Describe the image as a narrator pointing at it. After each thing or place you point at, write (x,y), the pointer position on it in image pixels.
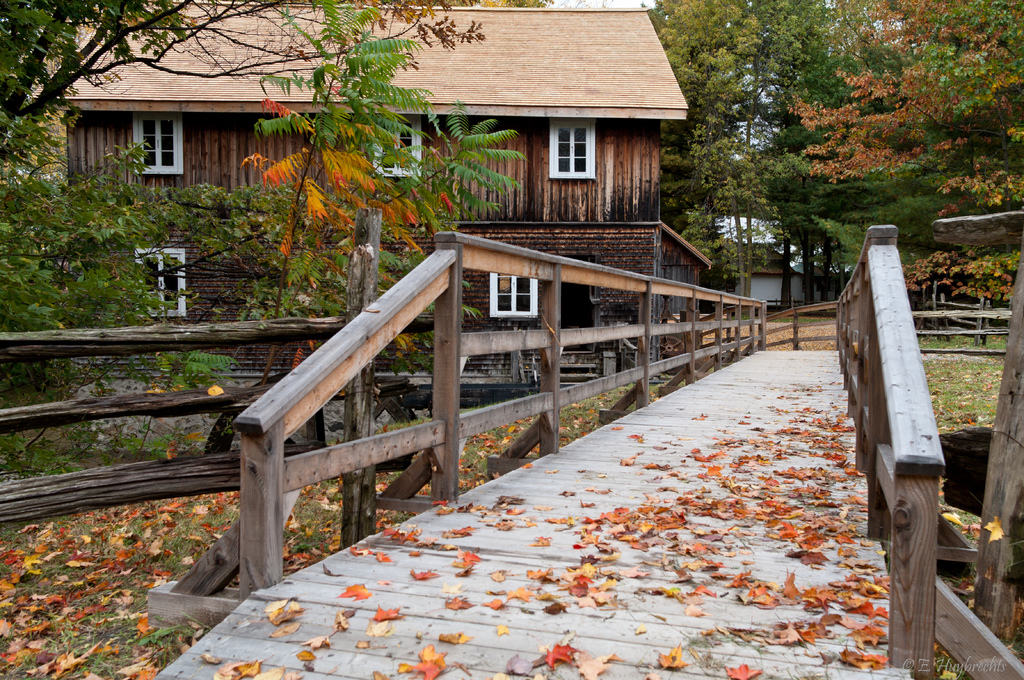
In this picture I can see there is a wooden bridge (554,547) and there are few dry leaves (633,542) on the bridge (769,565), there is a building (513,171) in the backdrop (538,170), it has few windows (556,172). There are plants (117,309), trees (668,161) and the sky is clear.
